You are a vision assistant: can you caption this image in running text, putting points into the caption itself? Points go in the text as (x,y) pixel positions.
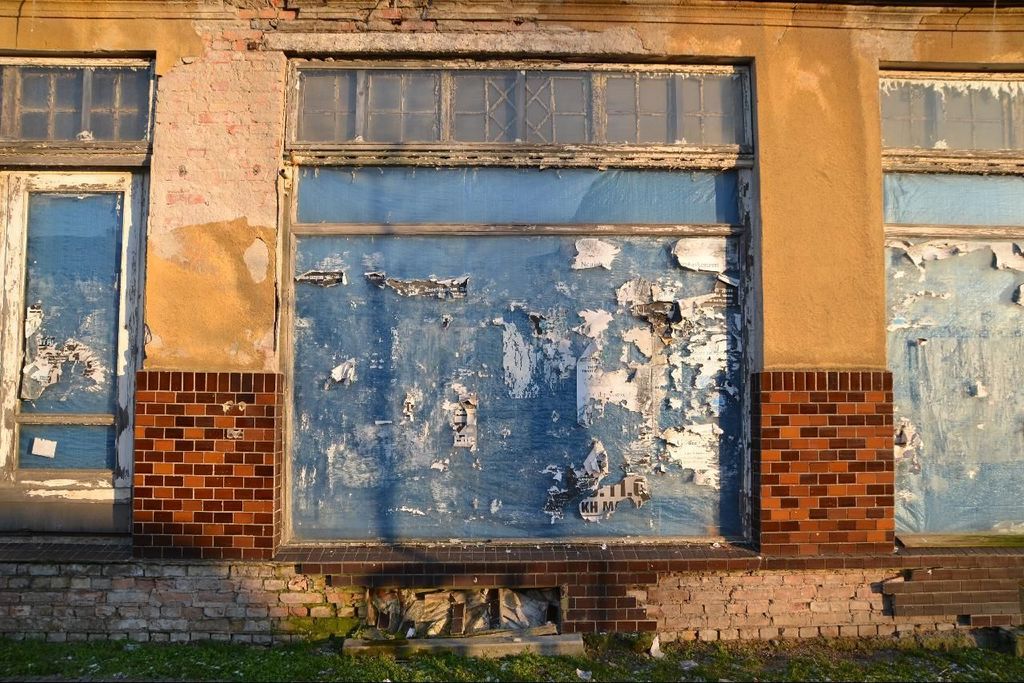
In this image there is a wall (877,334). There are glass windows (518,176) to the wall (856,306). There are papers (44,350) sticked on the windows (952,336). At the bottom (347,659) there is grass (401,659) on the ground (376,666).
